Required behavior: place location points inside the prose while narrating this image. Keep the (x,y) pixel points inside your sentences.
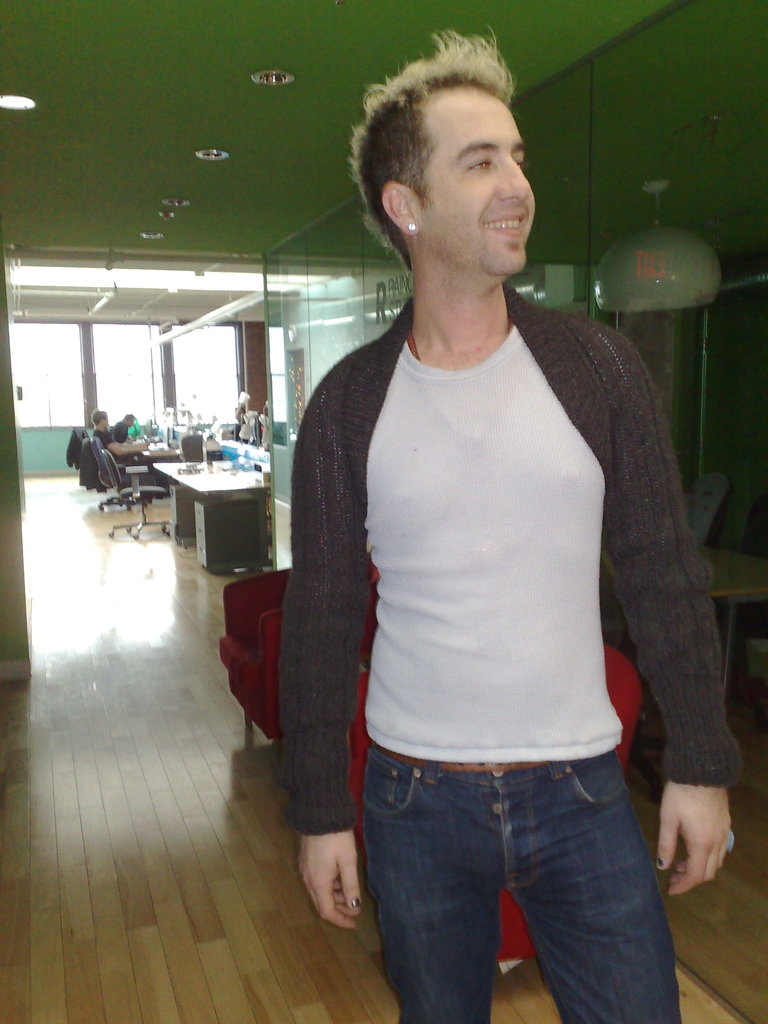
In this picture there is a man (411,582) standing and smiling. Two men (128,441) are sitting on the chair (102,479). Two jackets (85,461) are visible on the chair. There is a table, glass (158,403), dome lights (12,103), Red color chairs (242,645) are seen.
